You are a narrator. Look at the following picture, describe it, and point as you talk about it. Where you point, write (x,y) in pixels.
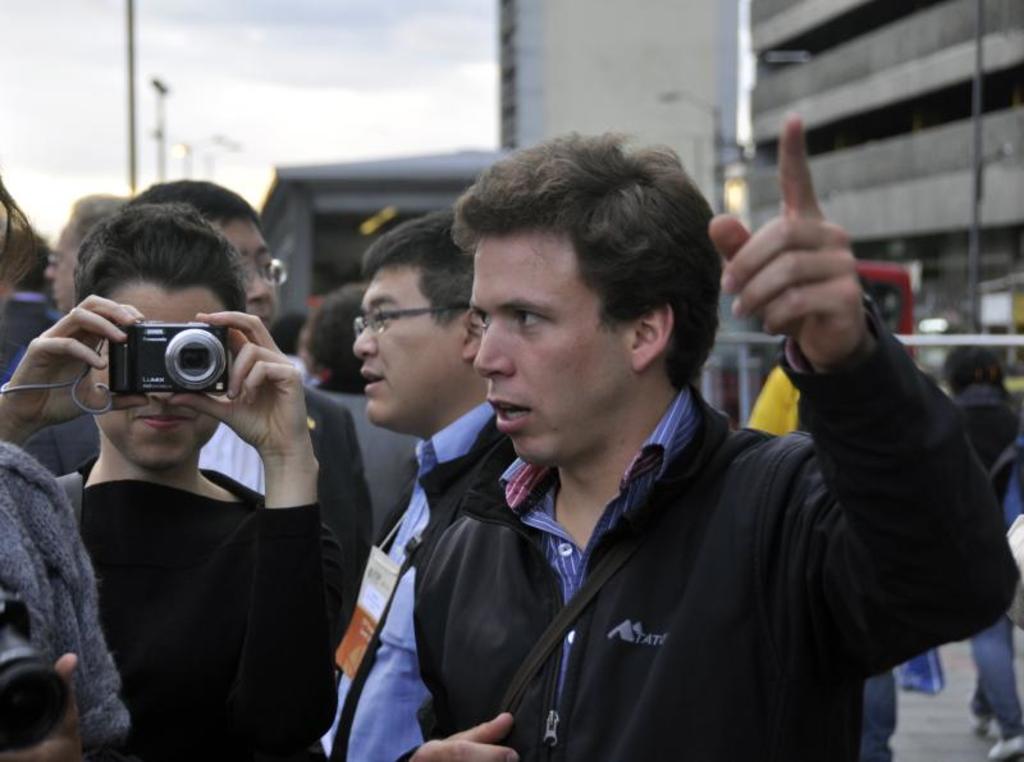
In this picture there are group of people (357,374) standing, there is a woman (153,432) holding a camera (217,362). There is a building (932,121), pole (128,100) at the background (713,87). Sky (298,87) is cloudy.
